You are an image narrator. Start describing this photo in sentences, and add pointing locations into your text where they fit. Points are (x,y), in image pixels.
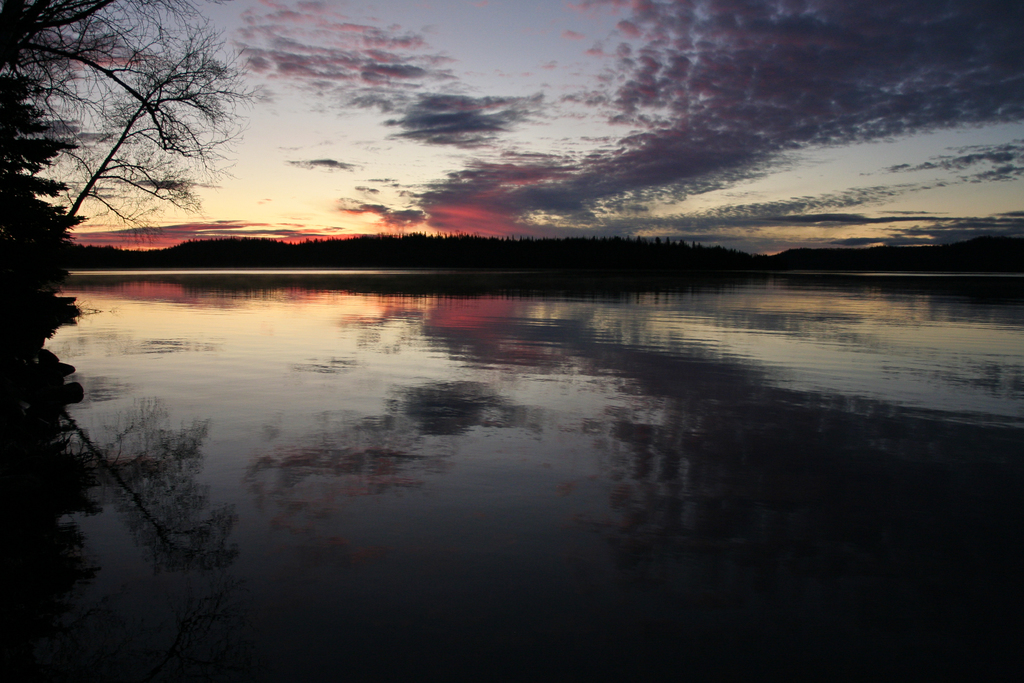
In this image there is the sky (616,151) towards the top of the image (591,131), there are clouds (646,119) in the sky (611,93), there are trees (250,264), there is water (450,394) towards the bottom of the image (536,496), there is a tree (34,201) towards the left of the image (37,191).
